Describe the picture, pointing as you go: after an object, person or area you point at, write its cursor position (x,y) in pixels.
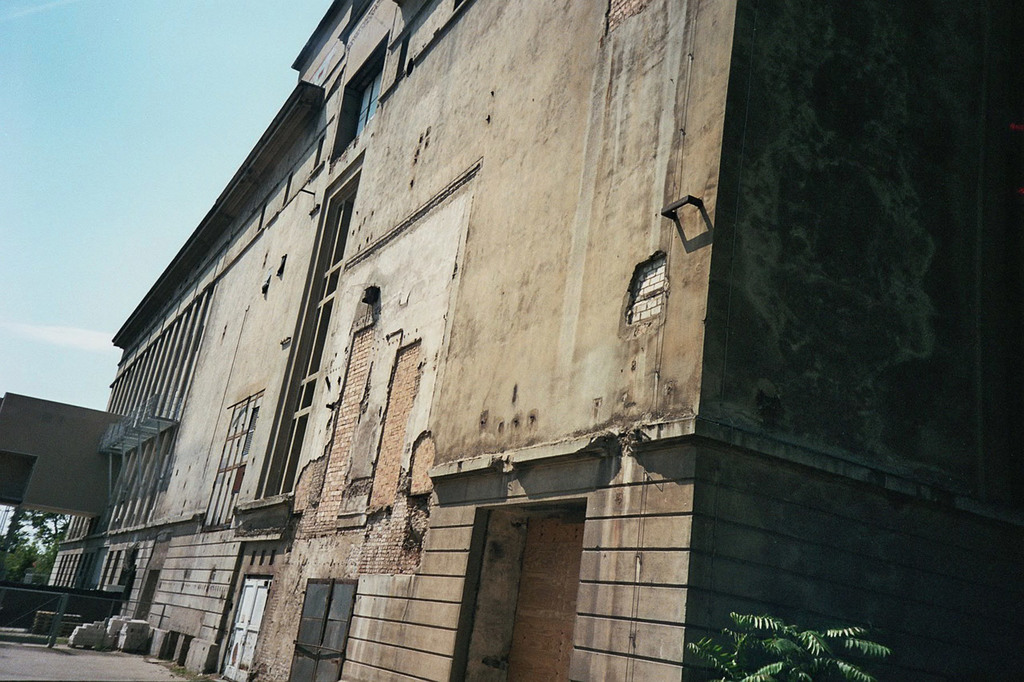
In this image we can see a building (418,344) with windows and a door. We can also see some plants (788,653), a fence (99,604), trees (49,558) and the sky (56,199) which looks cloudy.
